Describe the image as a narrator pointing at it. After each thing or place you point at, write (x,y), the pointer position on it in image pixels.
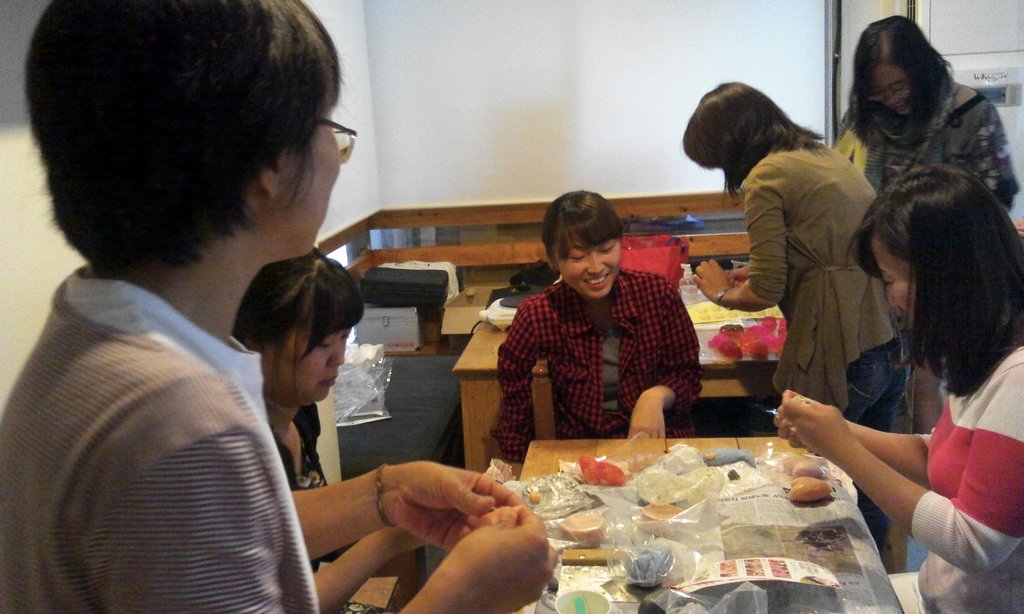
In this image in the middle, there is a table (684,520) on that there are papers (749,528) and some food items (710,492). On the right (958,350) there is a woman (898,321). She wears a t shirt (982,451), her hair (941,241) is short. On the left (139,149) there is a woman (170,547), she wears a t shirt (153,358). In the middle (633,393) there is a person (609,335) sitting. On the right (831,192) there are two women (845,188). In the background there is a table (495,414), bench (437,372), covers (367,418) and wall (588,139).
